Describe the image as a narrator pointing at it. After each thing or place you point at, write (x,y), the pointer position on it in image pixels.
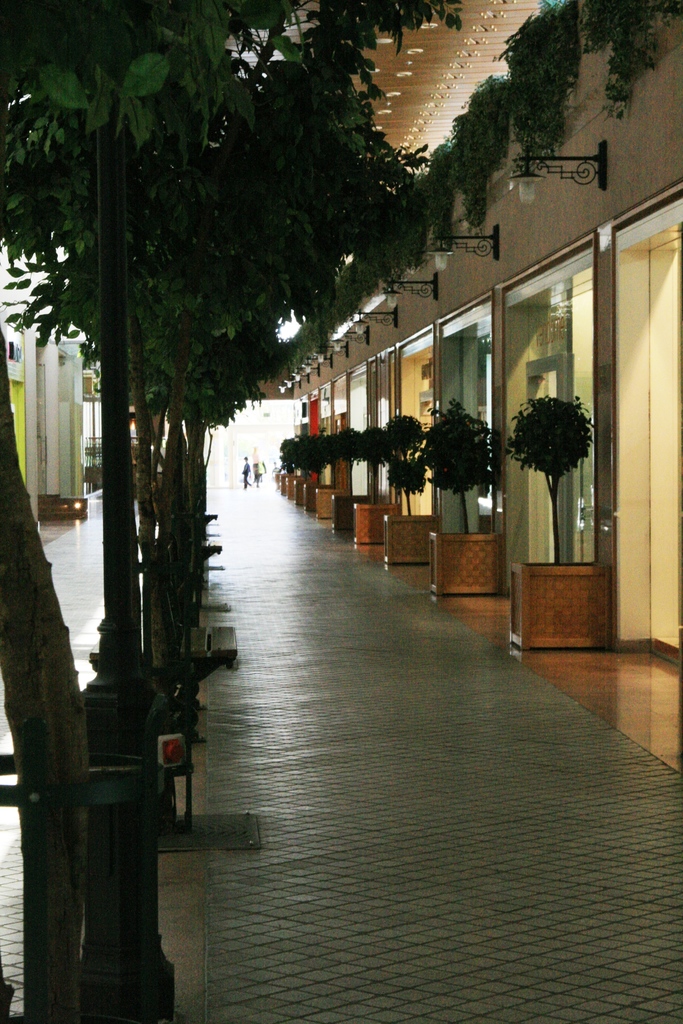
In this image I can see on the left side (178,407) there are trees (181,611), on the right side (517,520) there are plants (478,465), glasses (509,390) and lights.
